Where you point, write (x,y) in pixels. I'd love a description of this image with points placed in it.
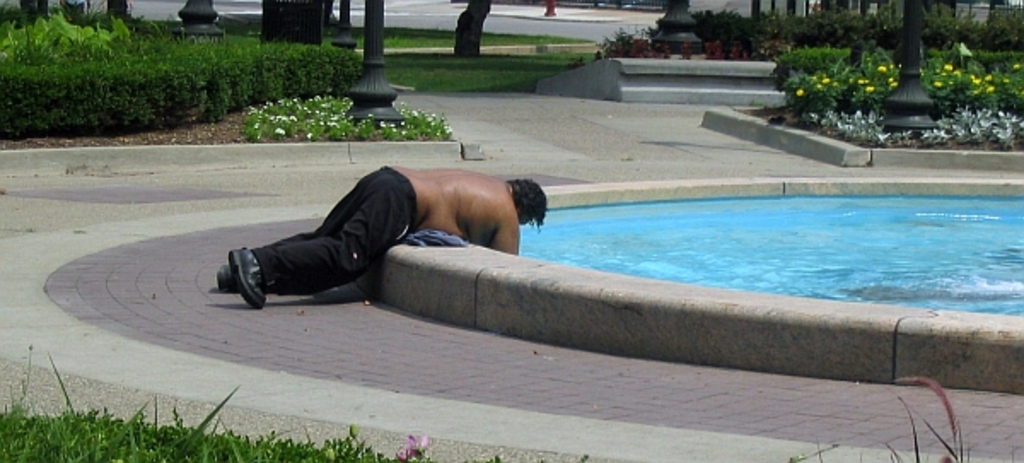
In this image we can see a person (481,227) lying on the pavement (211,291) of a park fountain (625,235). In the background (170,85) we can see bushes (806,64), plants (832,117), flowers (832,117), pillars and road (385,6).
